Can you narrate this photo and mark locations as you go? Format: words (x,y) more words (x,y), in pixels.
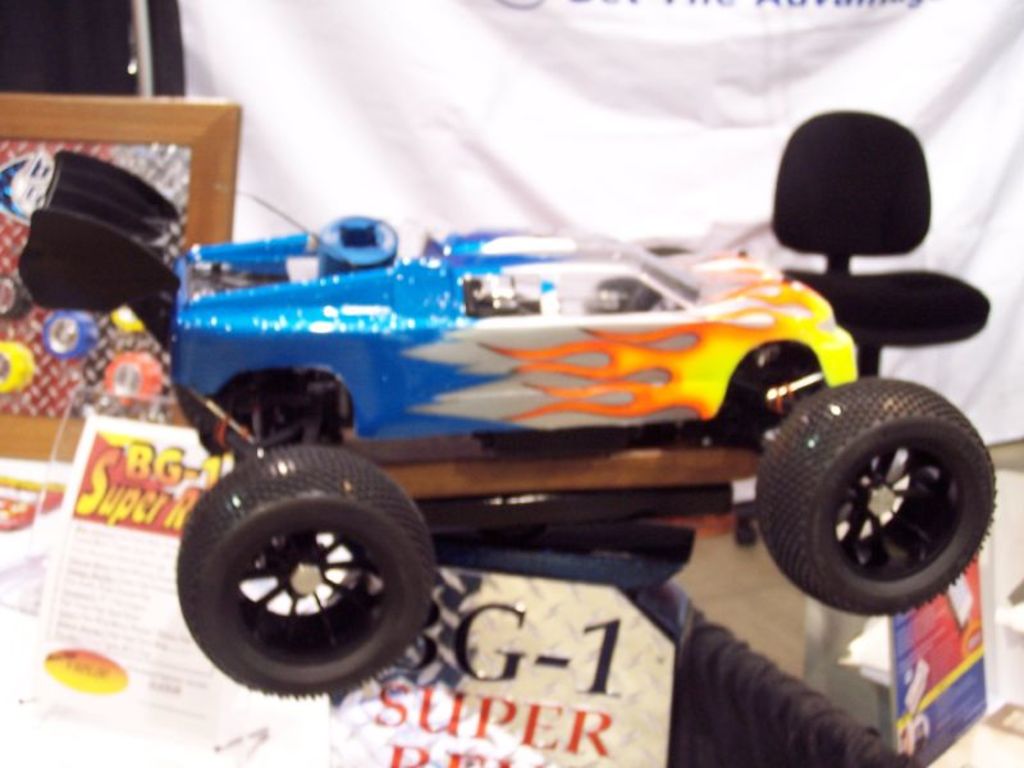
In this image I can see a toy vehicle (483,318) in blue, yellow, white and orange color. I can see few pamphlets (125,474), frame (72,423) and white color banner (456,83).
